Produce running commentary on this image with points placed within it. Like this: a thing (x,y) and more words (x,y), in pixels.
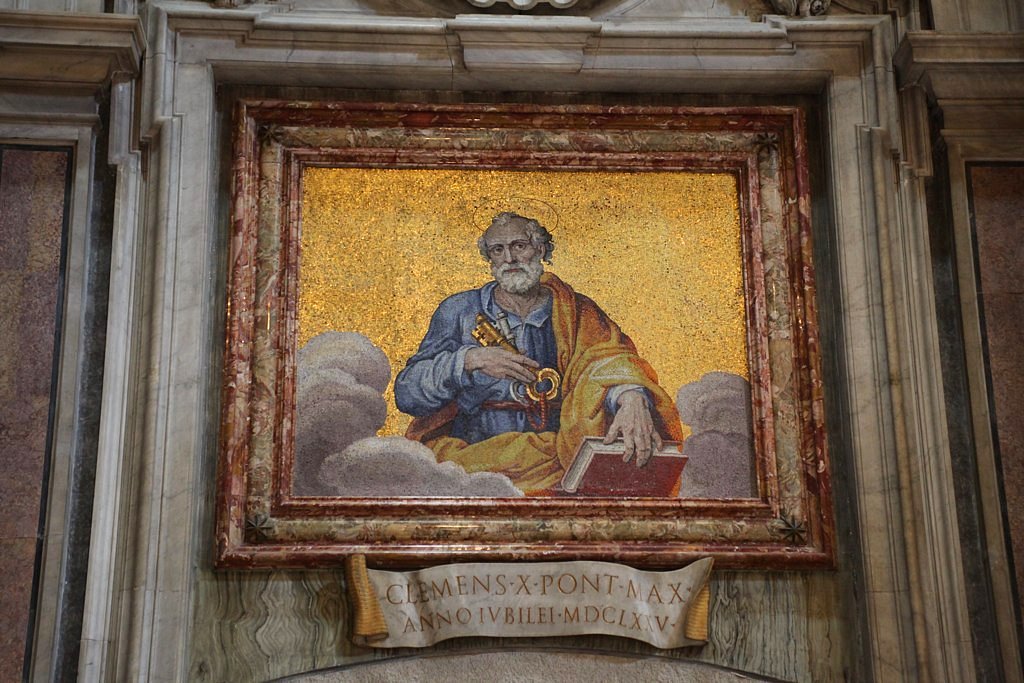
In this image I can see a photo frame (613,345) on the wall (230,141).
